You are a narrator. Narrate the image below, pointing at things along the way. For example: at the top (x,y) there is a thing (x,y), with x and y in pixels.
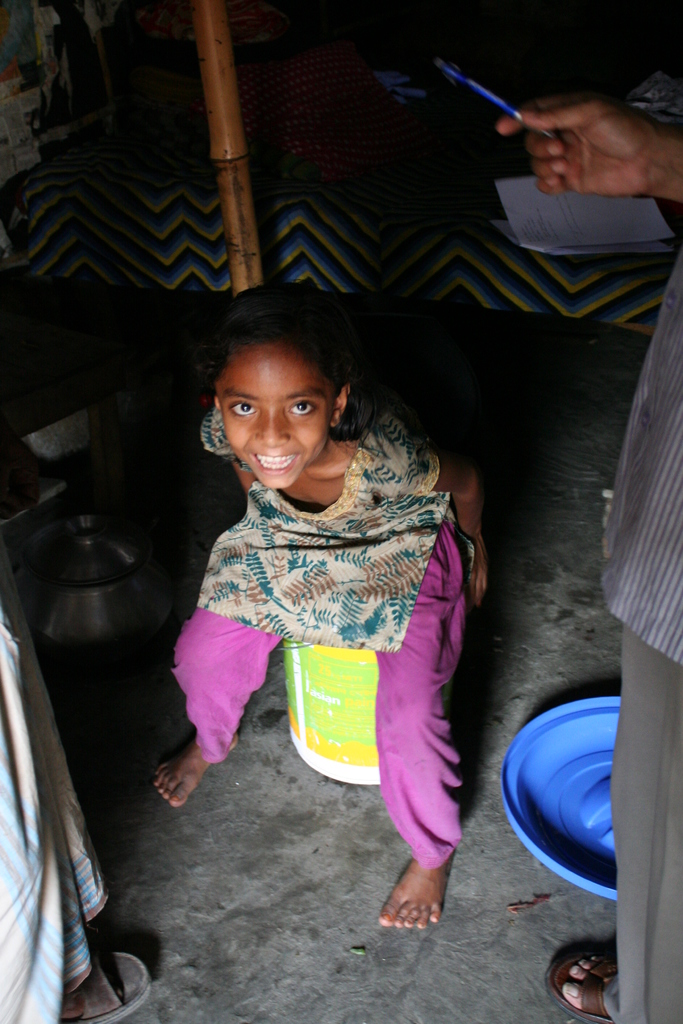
In this picture there is a girl (408,530) sitting on the bucket (372,748) and she is smiling. On the right side of the image (653,445) there is a person (655,961) standing and holding the pen (488,100). At the back (300,276) there is a pillow (302,66) and there is a book (565,241) on the bed (333,244). On the left side of the image (70,1019) there is a person (70,1019) standing and at the bottom (519,782) there is a bowl (553,802) and there is a lid (560,796) on the floor (177,989). There is a stick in the middle of the image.
